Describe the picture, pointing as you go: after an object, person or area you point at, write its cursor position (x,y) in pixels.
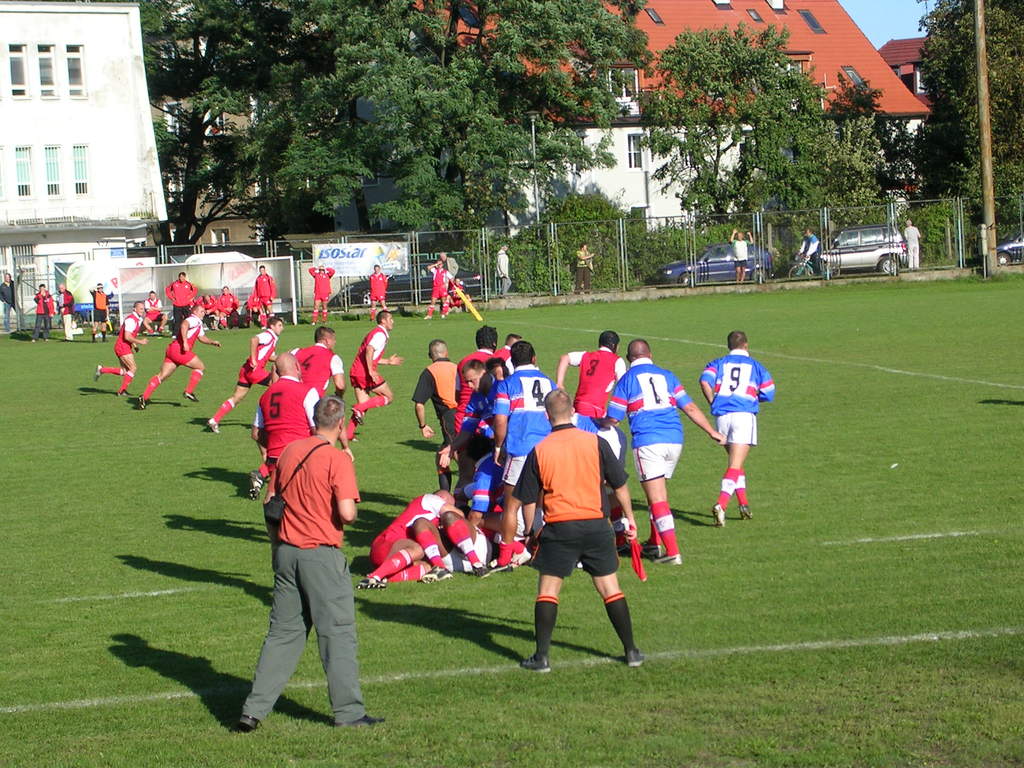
There is a group of persons (423,415) running on the ground (161,437), as we can see at the bottom of this image (360,563). There are some persons (218,308) standing and there is a fencing (685,248) in the middle of this image (556,262). We can see there are some cars (877,244) on the right side of this image (855,255). There are some trees (577,133) and buildings (145,191) are present at the top of this image (585,141).
